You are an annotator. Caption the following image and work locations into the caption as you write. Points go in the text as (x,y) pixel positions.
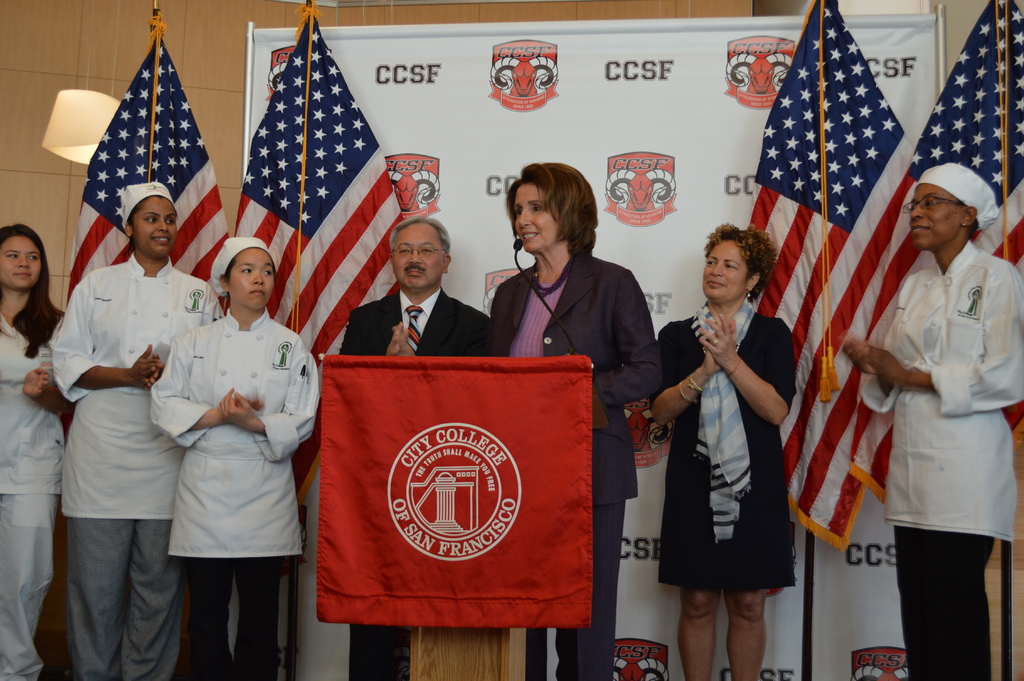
In this picture we can see some people (172,301) and a woman (535,242) standing at the podium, smiling and in front of her we can see a mic (518,245), red cloth (519,405) and at the back of her we can see flags (152,179), banner (724,206), lamp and in the background (199,23) we can see the wall (212,20).
